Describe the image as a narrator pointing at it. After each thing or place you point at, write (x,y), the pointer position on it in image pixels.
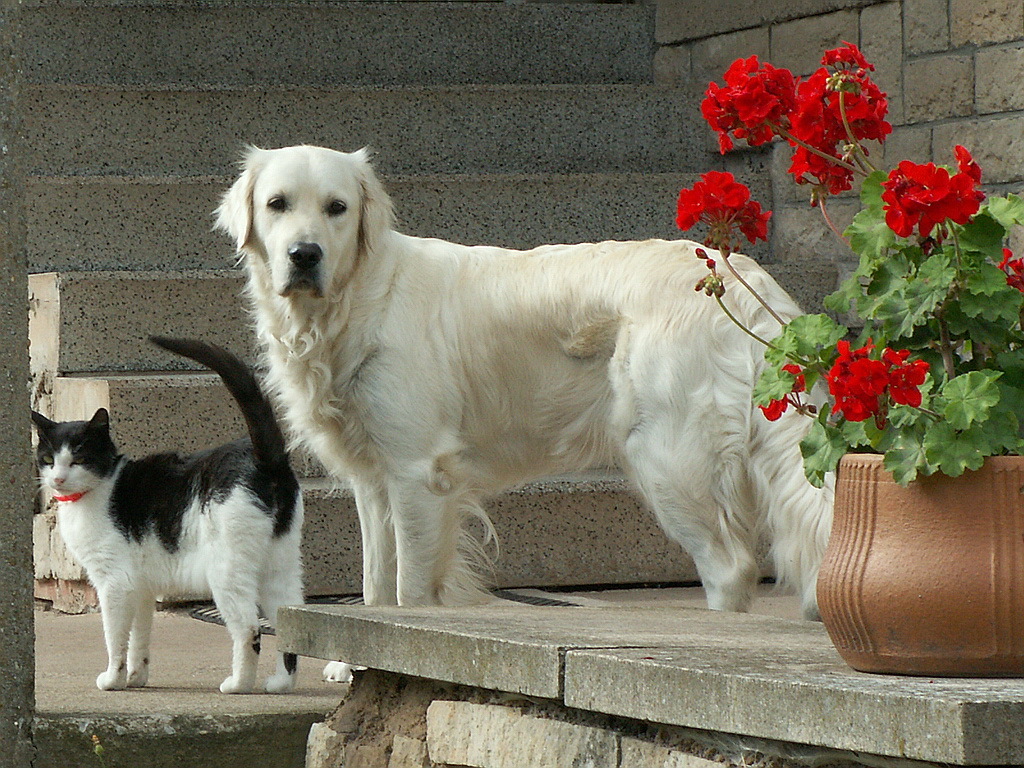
In this picture I can see a white color dog (433,447) and a cat (301,522). On the right side (922,372) I can see a flower pot (969,524), steps (396,148) and a wall (945,41).
